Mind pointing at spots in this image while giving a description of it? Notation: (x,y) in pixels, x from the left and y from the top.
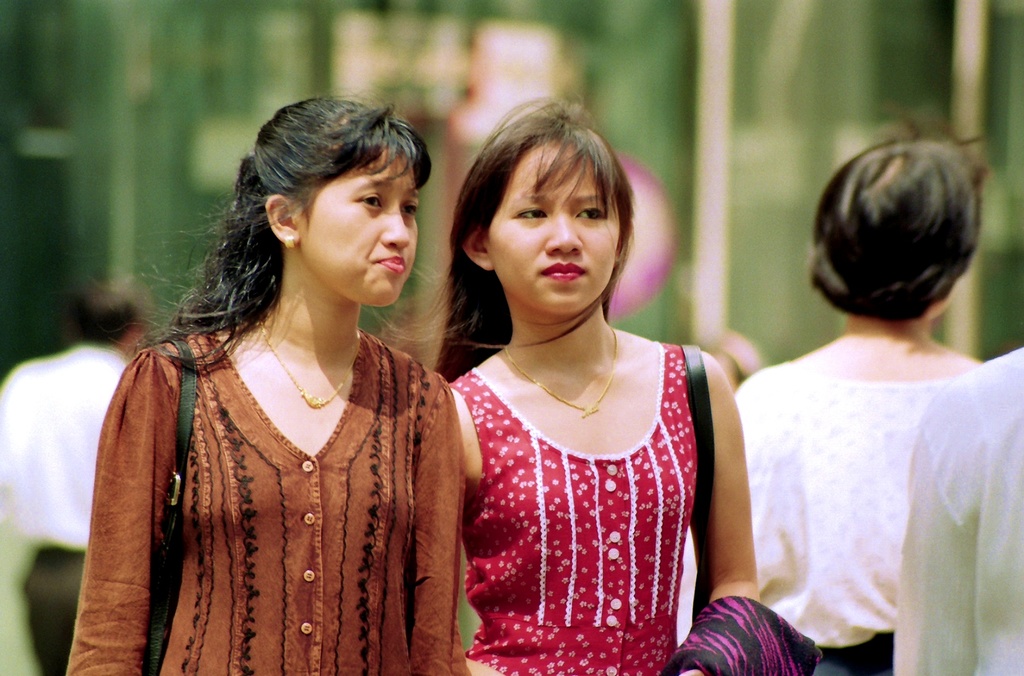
In this picture we can see chains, straps (710,455), cloth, two women (457,340) and at the back of them we can see some people (954,370) and in the background (488,75) we can see some objects (596,106) and it is blurry.
